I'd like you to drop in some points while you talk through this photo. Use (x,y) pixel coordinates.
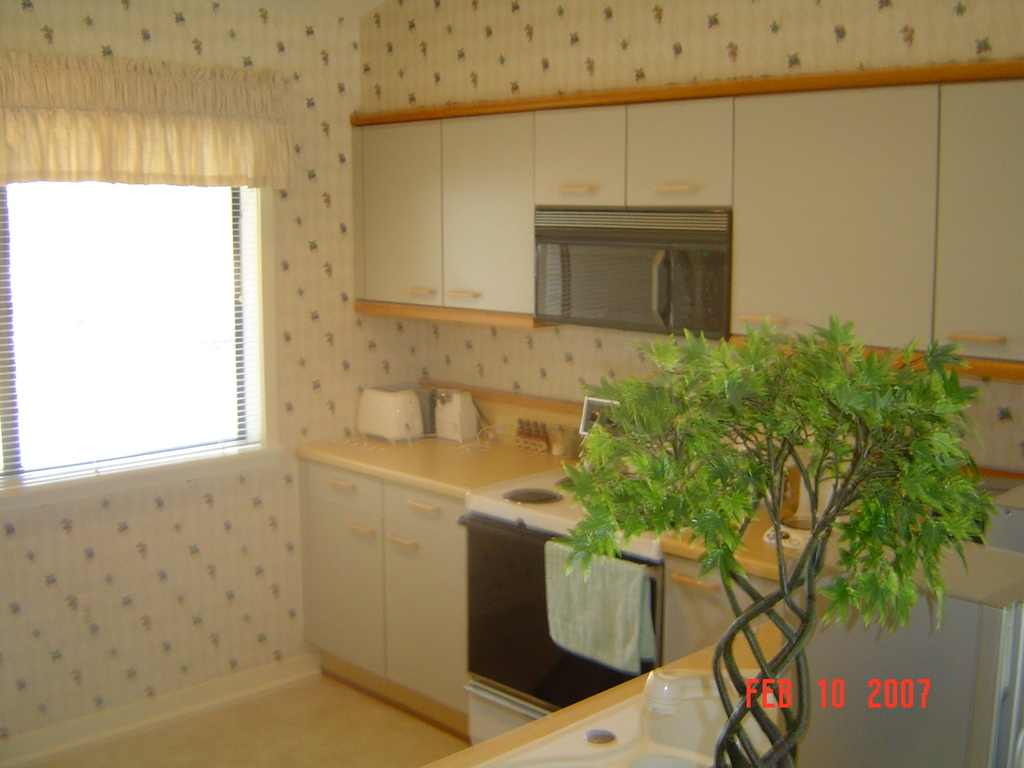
In this image I can see inside view of the kitchen (246,460). In the front (904,539) I can see a plant (745,419) and a white colour thing (644,716). In the background (514,482) I can see an electric stove (535,502), an oven (540,537), a cloth (599,571), few white colour things (363,430) on the counter top (450,444) and number of cupboards (390,309). I can also see a microwave (637,317) in the background (606,238) and on the left side (123,207) I can see a window (256,288) and a curtain (226,181). On the bottom right side of the image (752,688) I can see a watermark (920,680).
